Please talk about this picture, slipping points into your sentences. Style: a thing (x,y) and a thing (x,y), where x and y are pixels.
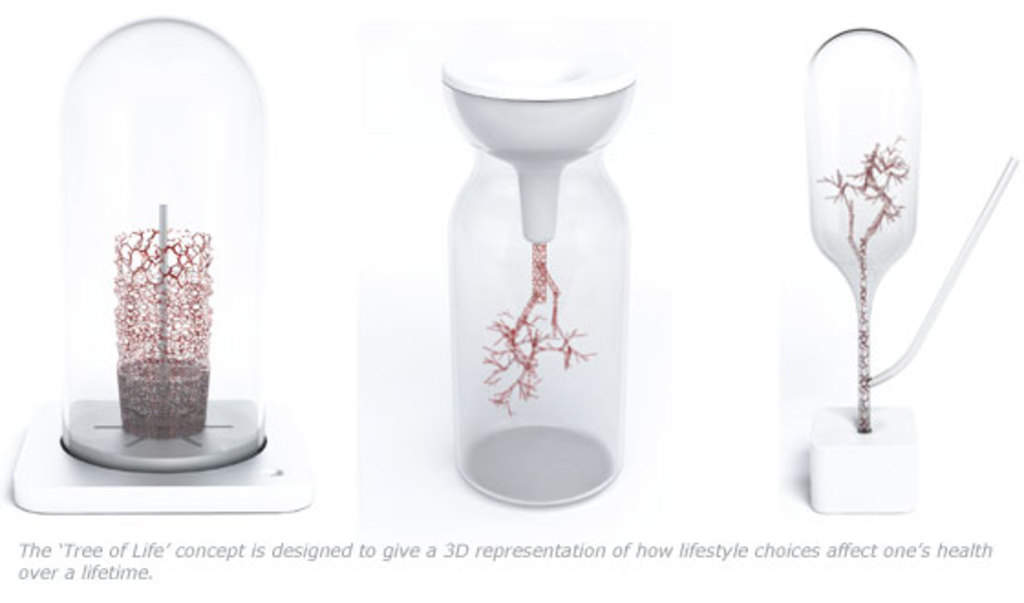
There three 3D printings (185,158) of some objects (70,415) and there is a text (171,552). And the background of this image (977,45) is white in color.
